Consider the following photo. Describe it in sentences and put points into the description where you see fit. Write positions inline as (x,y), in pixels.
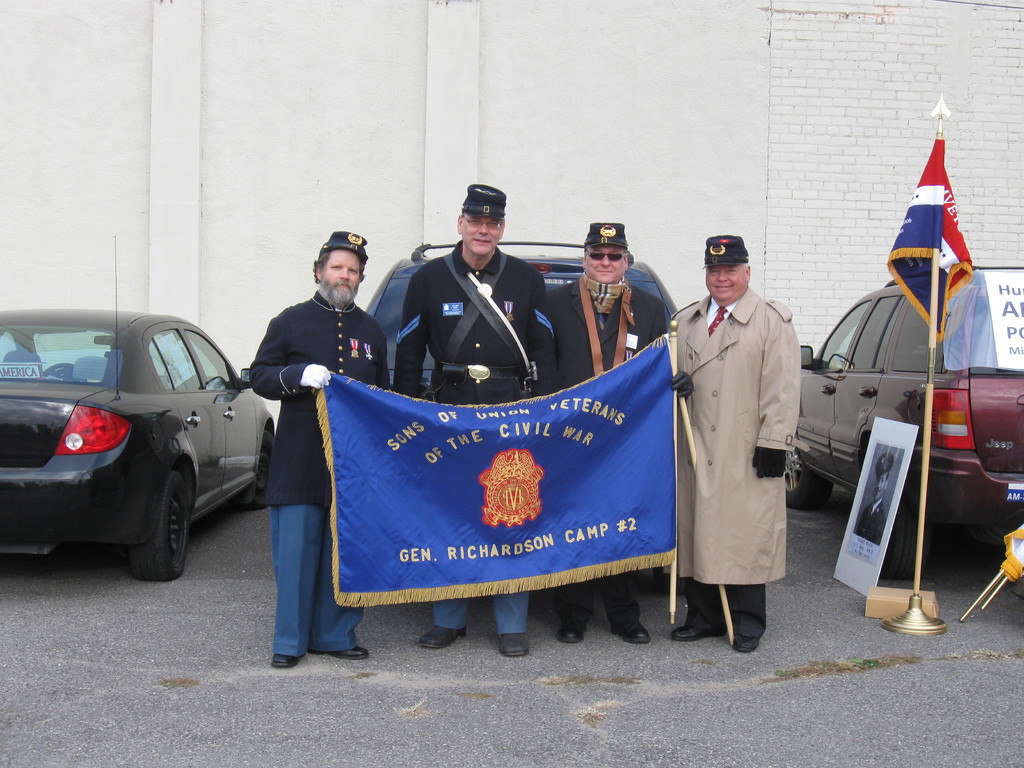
In this image there are a few people (738,310) standing and holding a banner (413,437), behind them there are cars (177,373), placards (851,529), flags (925,307), behind the cars (920,356) there is a wall (831,185).
